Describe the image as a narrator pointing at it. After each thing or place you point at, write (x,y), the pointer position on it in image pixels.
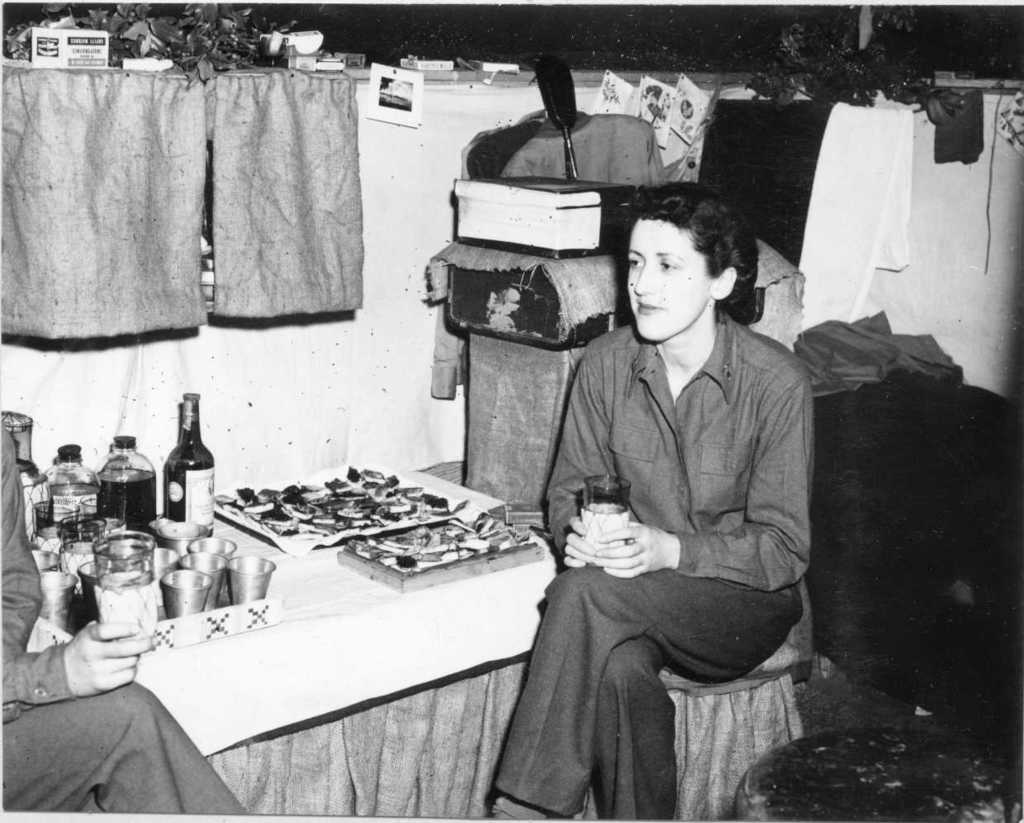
In the picture we can see an old photograph of a woman (675,619) sitting near the table (408,811) and in front of her we can see another person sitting holding a glass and on the table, we can see some bottles (120,459), glass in the tray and beside the table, we can see the wall (378,224) with two curtains (42,218) and beside it we can see some things (916,428) like bags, luggage (455,322) and some clothes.
